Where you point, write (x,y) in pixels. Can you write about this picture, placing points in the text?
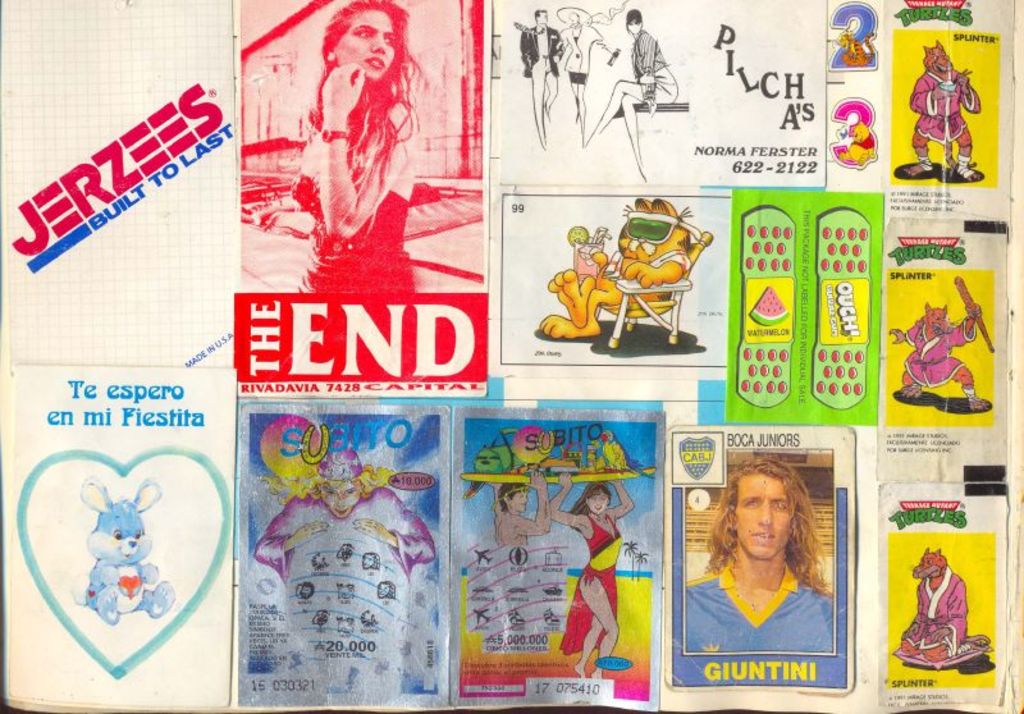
This is a poster. In this image we can see there are some cartoons (599,552) and some text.
